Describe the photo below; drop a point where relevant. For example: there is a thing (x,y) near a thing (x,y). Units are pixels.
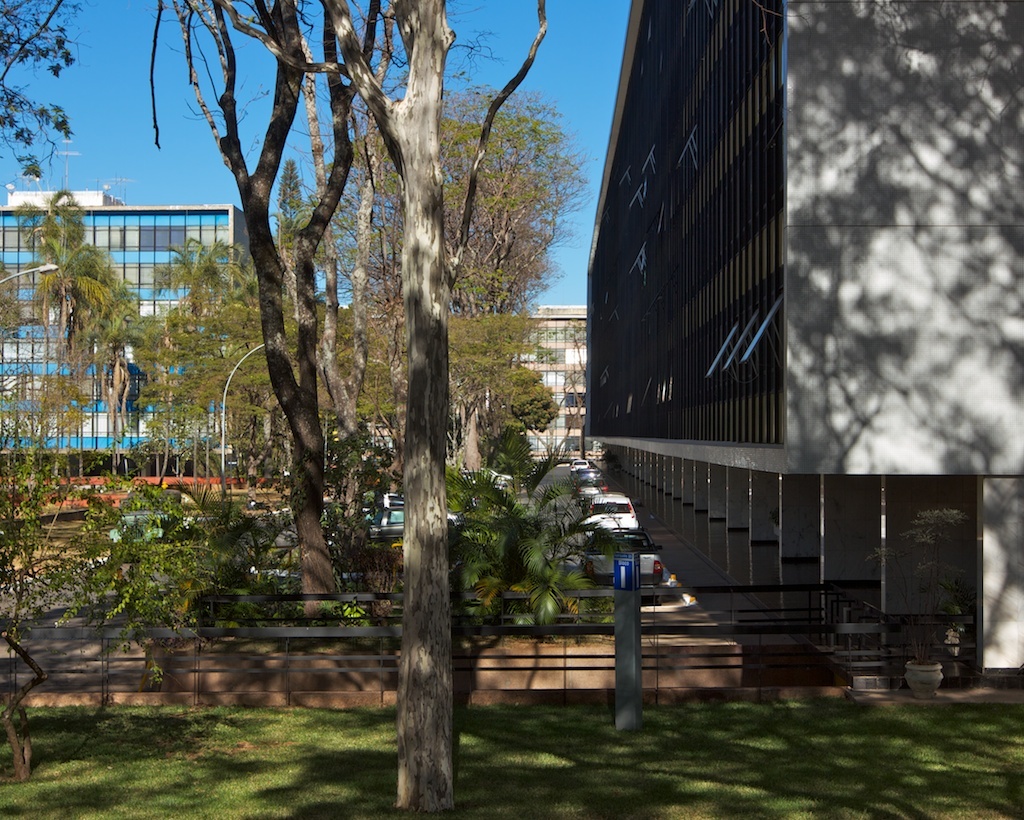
In this image there are trees (431,616). There is a metal fence (768,630). At the bottom of the image (758,744) there is grass (742,778) on the surface (757,766). There are cars (596,472). In the background of the image (588,328) there are buildings (605,290) and sky (585,73).
